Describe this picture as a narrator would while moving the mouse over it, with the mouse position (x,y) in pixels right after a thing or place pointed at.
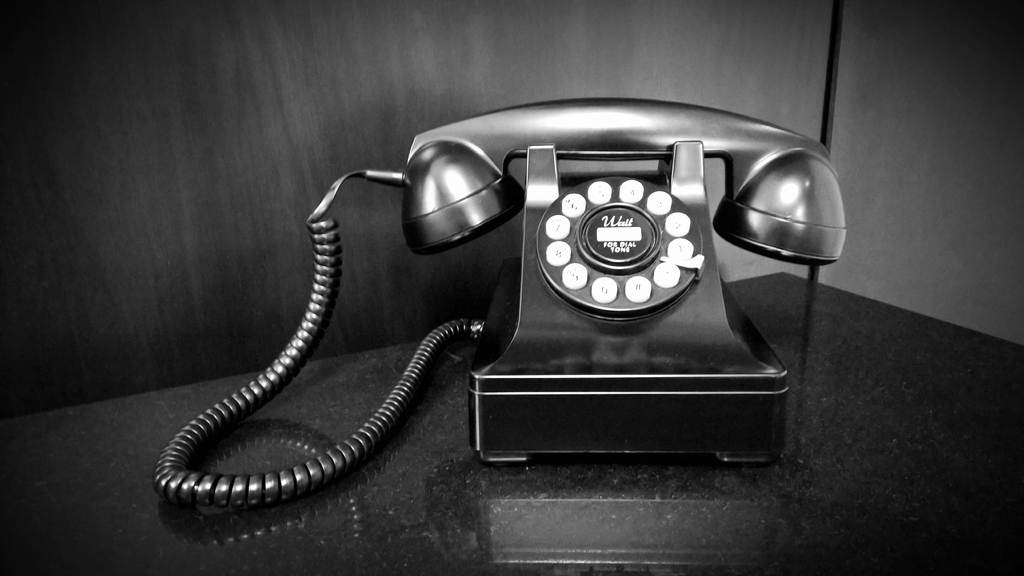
In this image we can see a telephone (697,399), here is the dial pad (562,293), here are the buttons (609,194), here is the wire (408,391) on the table (295,439), at back (993,224) here is the wall (237,136).
